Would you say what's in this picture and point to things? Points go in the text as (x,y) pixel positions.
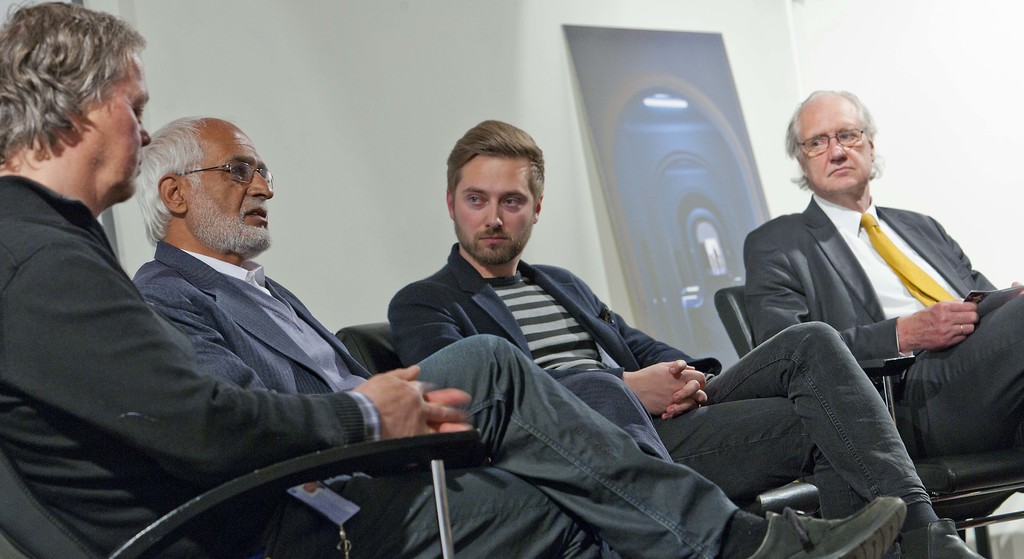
In this picture there are group of people (480,264) sitting on the chairs (901,373), in the background (678,261) we can observe a poster (676,248).
